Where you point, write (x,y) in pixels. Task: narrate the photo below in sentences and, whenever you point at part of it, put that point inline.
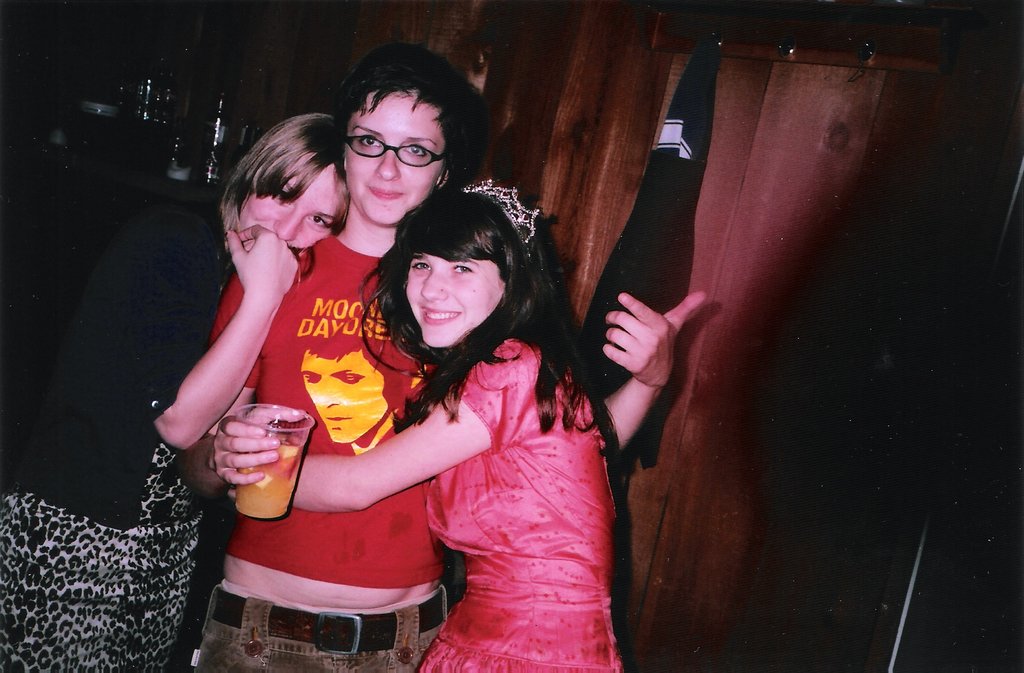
In this image I can see three persons (402,262) standing. The person (524,444) at right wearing red color dress (506,430) and the person (393,369) in the middle (393,369) wearing red shirt (322,339) and holding a glass (267,415) and the person (183,476) at left (111,460) wearing black dress (95,438). background (260,71) I can see few glasses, bottles (169,170) on some surface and I can see wooden wall (639,118).
